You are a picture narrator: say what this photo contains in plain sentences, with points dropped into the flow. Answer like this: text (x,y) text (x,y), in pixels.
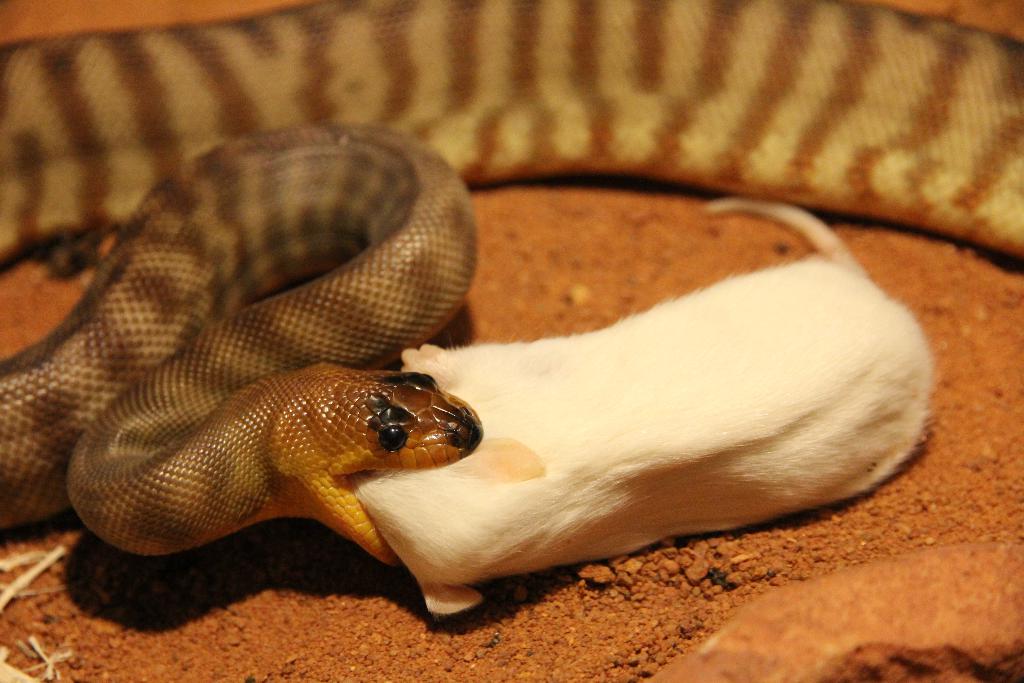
In this image I can see a snake (267,160) which is brown, gold and black in color and I can see it is biting a rat (504,500) which is white in color and I can see the ground (579,227).
